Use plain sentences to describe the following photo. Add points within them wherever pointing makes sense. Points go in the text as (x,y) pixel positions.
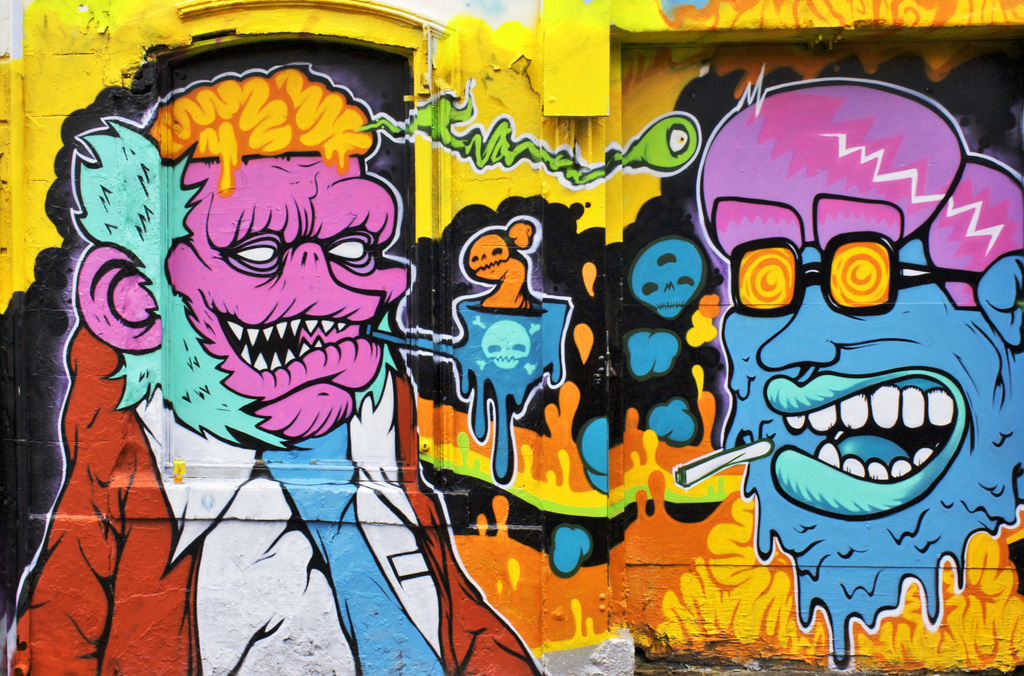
In this image we can see a paint (169,408) on the wall (466,609).
